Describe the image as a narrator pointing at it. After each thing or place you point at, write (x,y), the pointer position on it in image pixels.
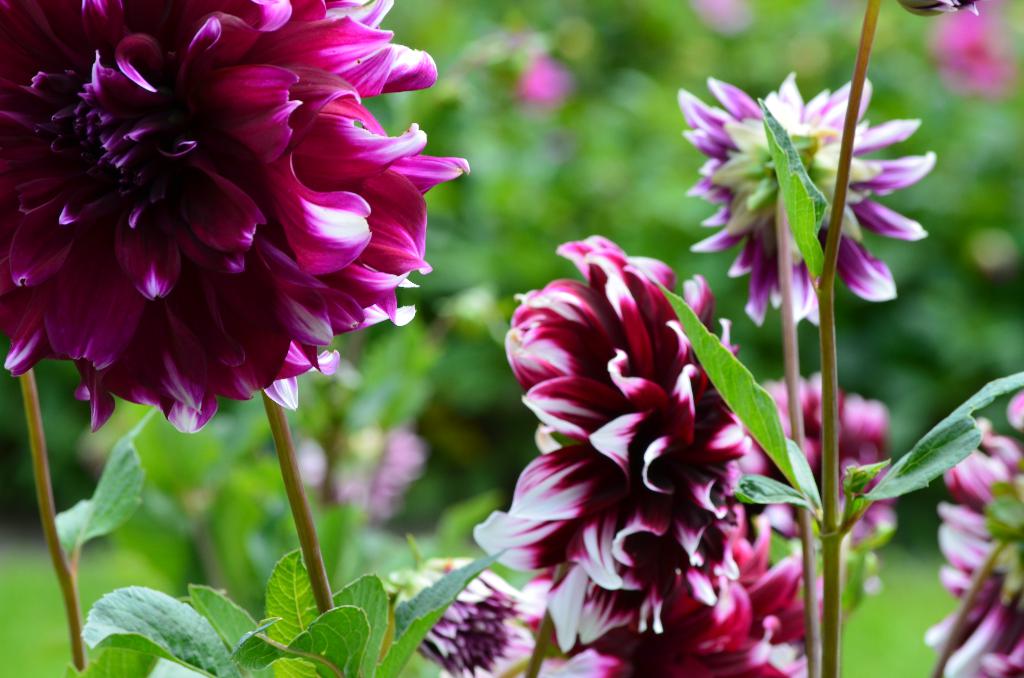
In this picture, we can see plants (569,377), flowers (260,317), and the blurred background (445,246).
